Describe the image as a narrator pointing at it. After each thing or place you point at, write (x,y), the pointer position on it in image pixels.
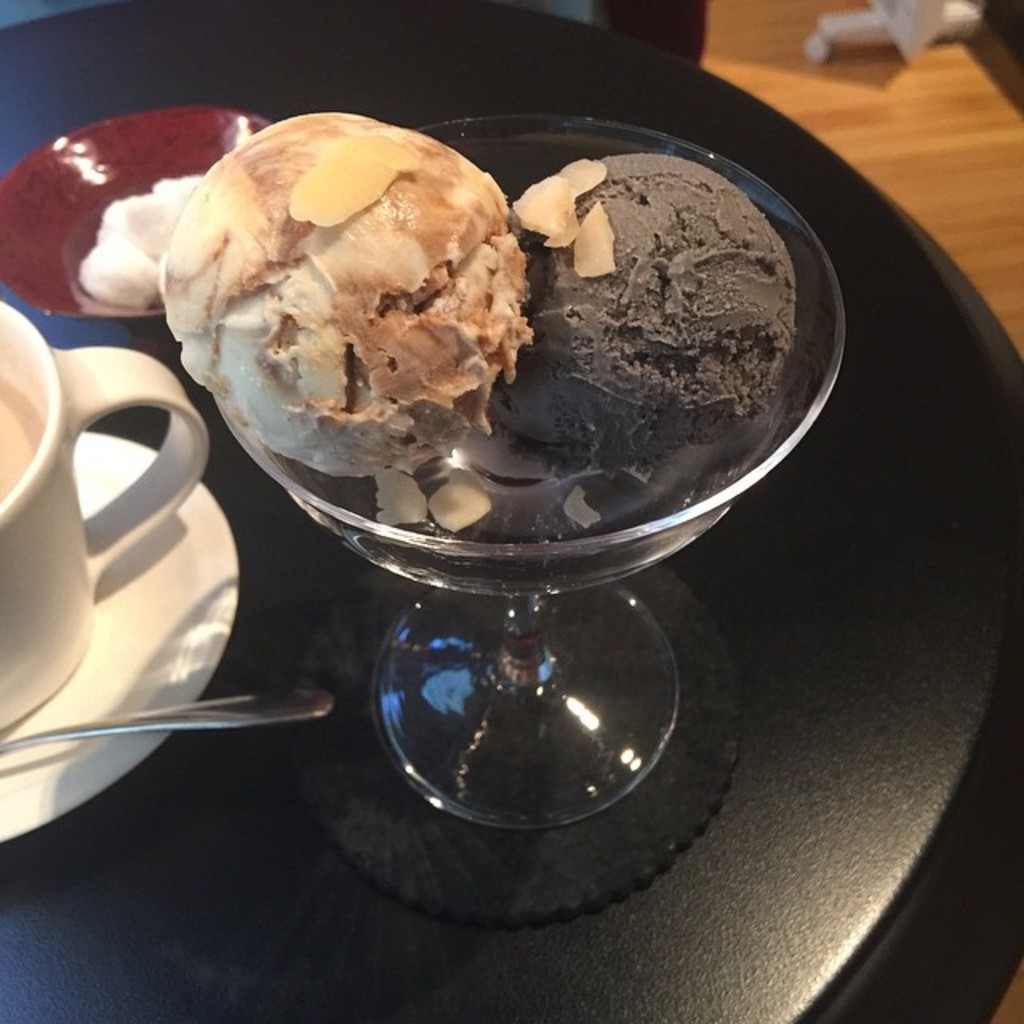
In this image I can see a black colour table (951,860) and on it I can see a glass (409,708), a white colour mug (16,360), a white colour plate (181,637), a spoon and a brown colour plate (41,296). I can also see two Ice creams (290,159) in the glass (611,527) and on the top left side of this image (186,177) I can see a white colour thing (126,215) in the plate (110,200). I can also see a white colour thing (907,39) on the top right side of this image (902,17).
